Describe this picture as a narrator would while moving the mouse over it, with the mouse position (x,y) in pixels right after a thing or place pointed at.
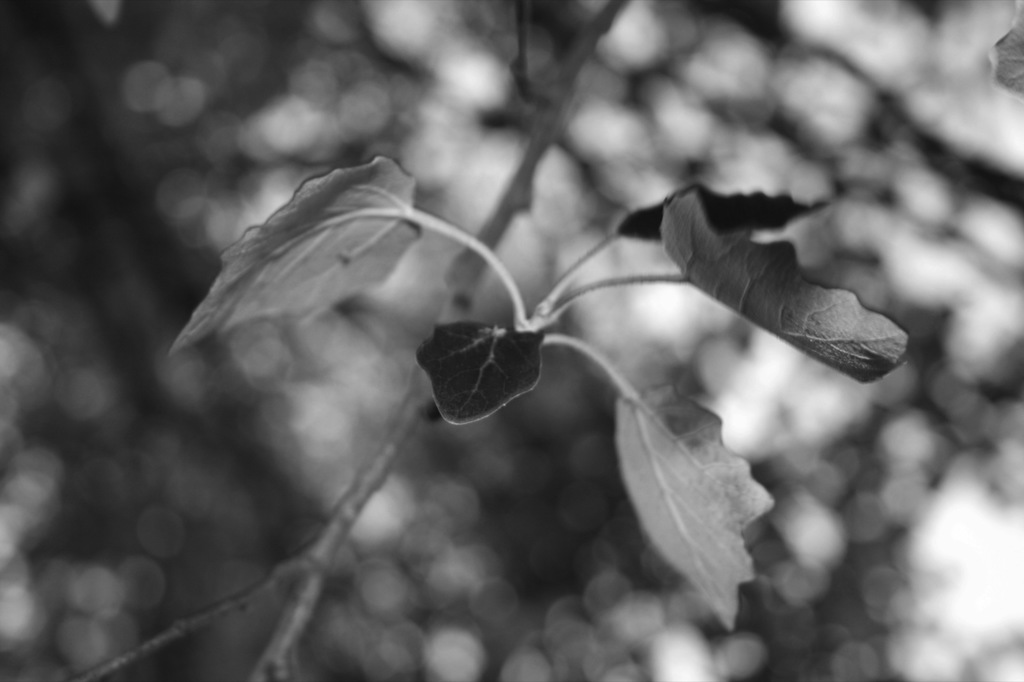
This image is a black and white image. In this image the background (815,549) is a little blurred. In the middle of the image (541,321) there is a plant (453,343).
